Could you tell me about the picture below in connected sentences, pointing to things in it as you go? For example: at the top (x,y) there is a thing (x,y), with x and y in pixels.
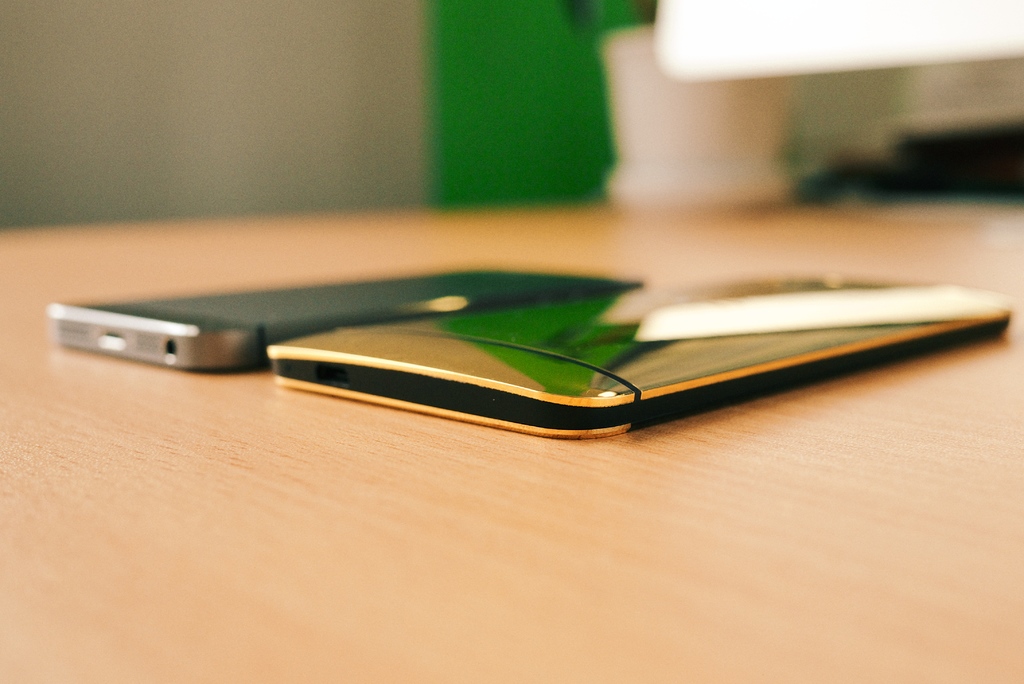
In this image I see 2 mobile phones (135,331) on the light brown color surface (766,452) and I see the white color thing (736,17) over here and I can also see the green color thing (446,162) over here and it is blurred in the background (691,145).
